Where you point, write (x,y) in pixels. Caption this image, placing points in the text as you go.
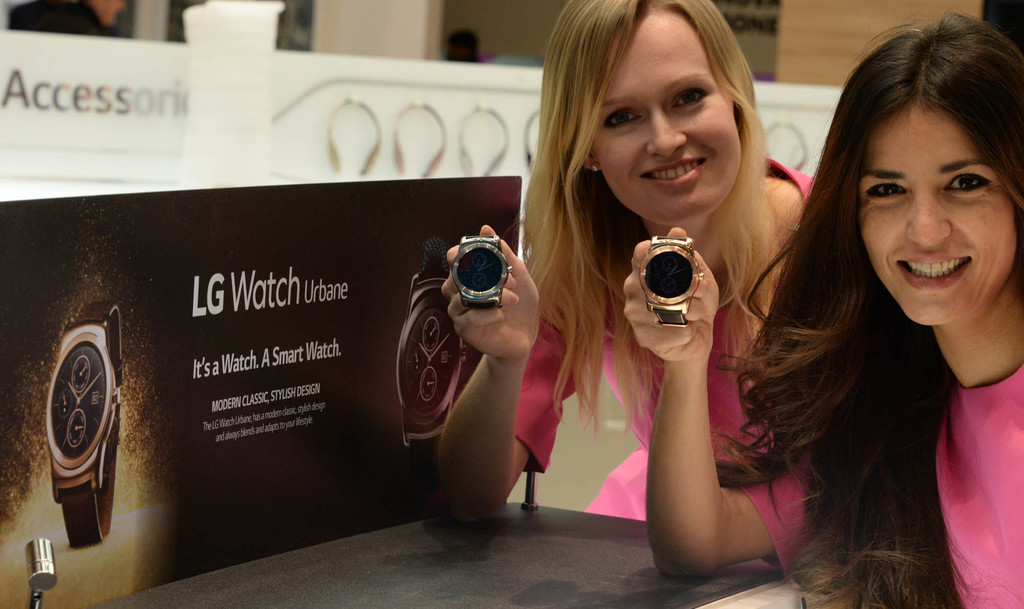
On the right side (764,196), I can see two women (790,315) holding watches (684,281) in their hands (636,278), smiling and giving pose for the picture. On the left side (123,424), I can see a board (253,461) which is placed on a table (460,566). On the board (292,343) I can see some text (263,391) and two images (413,376) of watches (409,405). In the background (455,156) there is a wall (474,149).
